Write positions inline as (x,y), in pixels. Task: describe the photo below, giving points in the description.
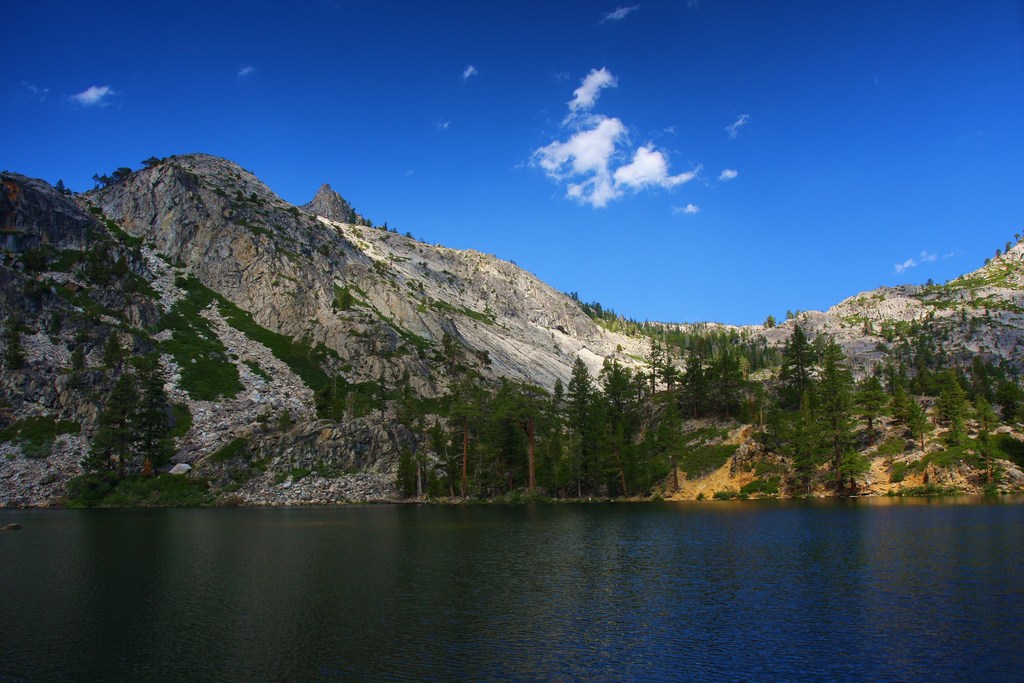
In this picture there is water (586,638) and there are few trees (624,409) and mountains (436,297) in the background (800,335) and the sky (752,318) is in blue color.
